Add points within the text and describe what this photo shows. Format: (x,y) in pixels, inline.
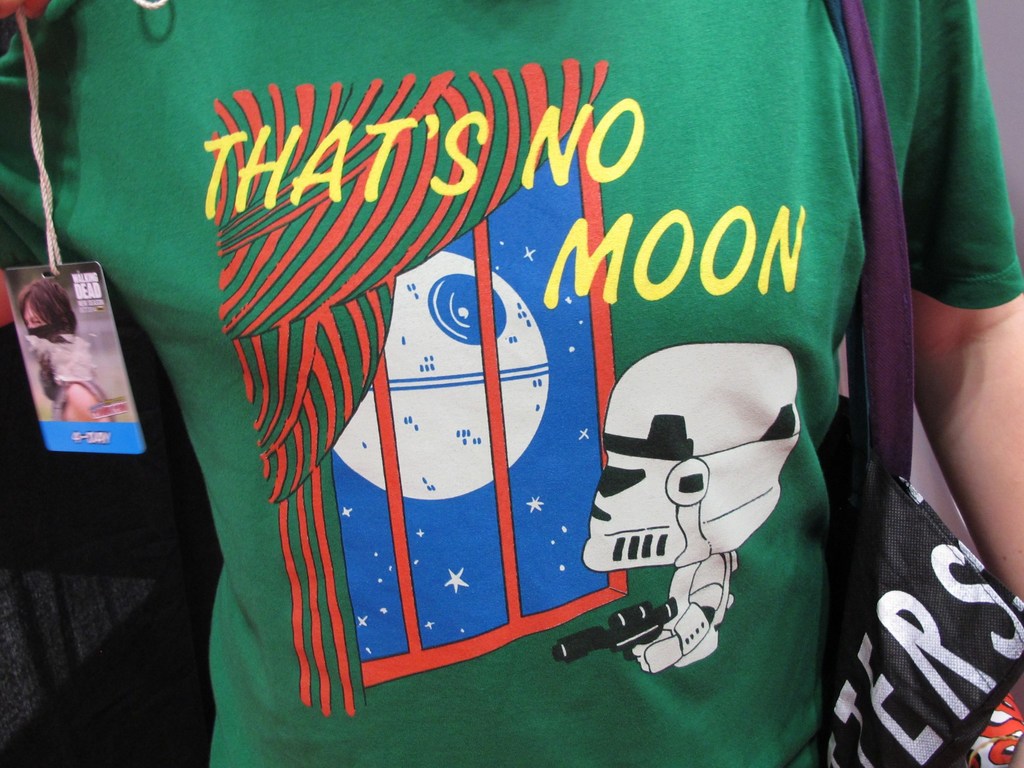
In this image I can see the person (545,525) wearing the green color t-shirt (513,374). The person (698,309) is also wearing the bag (912,605). On the t-shirt (456,353) I can see the name (211,215) that's no moon is written. To the left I can see the tag (54,307).
